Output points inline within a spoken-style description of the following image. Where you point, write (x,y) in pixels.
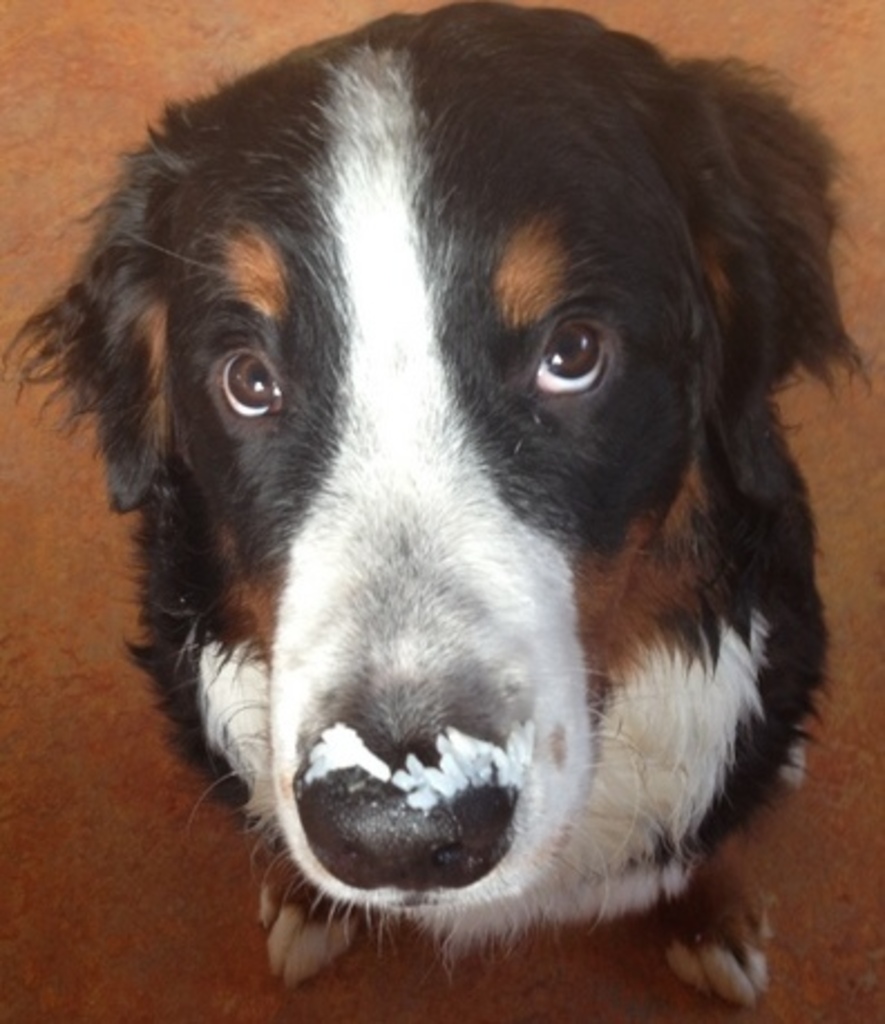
In this picture there is a black and white color dog (463,542) sitting in the front (457,955) and looking to the camera. Behind there is a brown flooring (109,730).
